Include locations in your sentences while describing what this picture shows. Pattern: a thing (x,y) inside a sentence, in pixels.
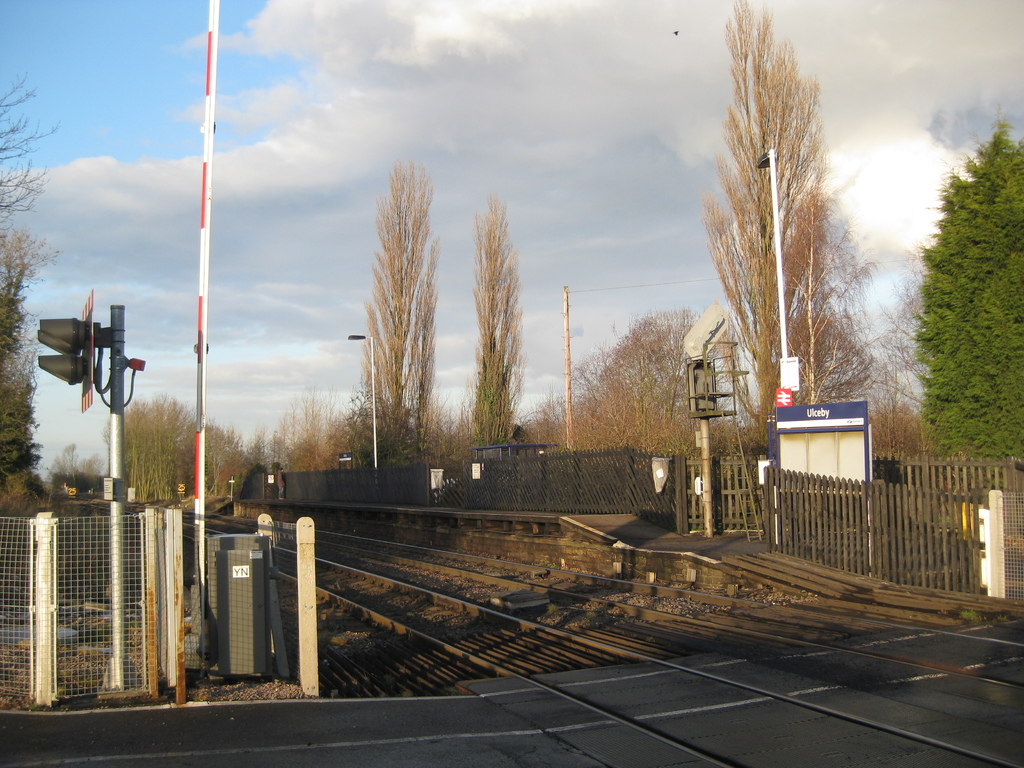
This is an outside view. On the right side (725,718), I can see two railway tracks (510,613). At the bottom (411,740) there is a road (399,739). On both sides of the railway tracks (290,542) I can see few poles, platform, fencing (441,493) and traffic signal poles (86,334). In the background (506,413) there are many trees (423,279). At the top (154,103), I can see the sky (188,92) and clouds (391,92).
